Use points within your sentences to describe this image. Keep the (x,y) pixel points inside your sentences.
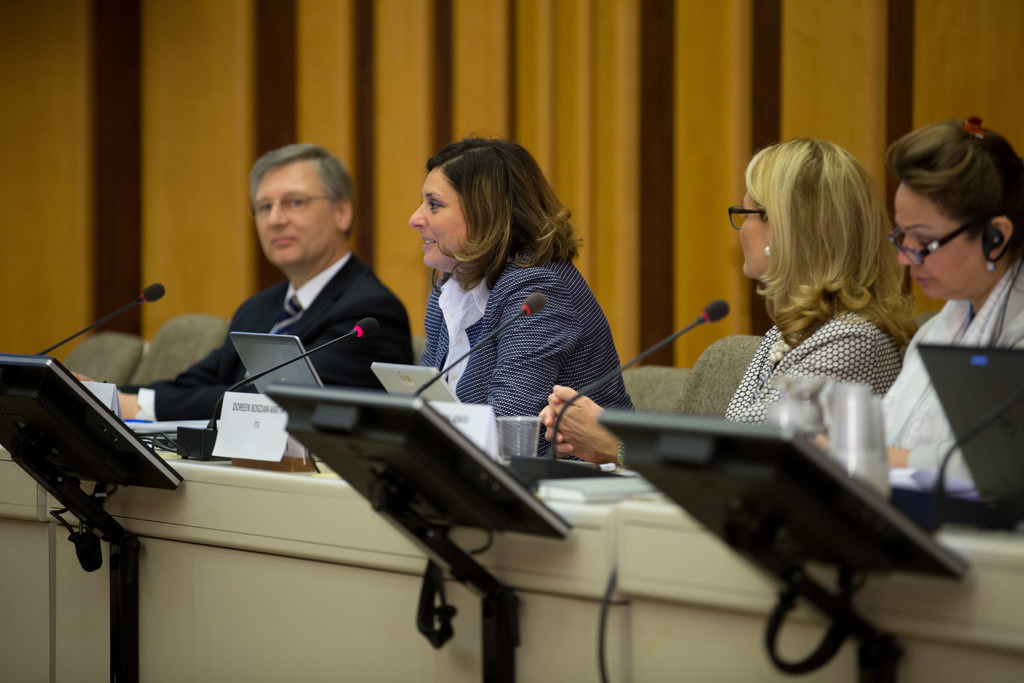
In this image I can see few people (543,365) sitting in-front of the table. These people (544,314) are wearing the different color dresses (463,315) and three people (803,277) with the specs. On the table (262,479) I can see mics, laptops (281,375) and glasses (532,420). In the back (343,121) I can see the brown color wall (548,89).
